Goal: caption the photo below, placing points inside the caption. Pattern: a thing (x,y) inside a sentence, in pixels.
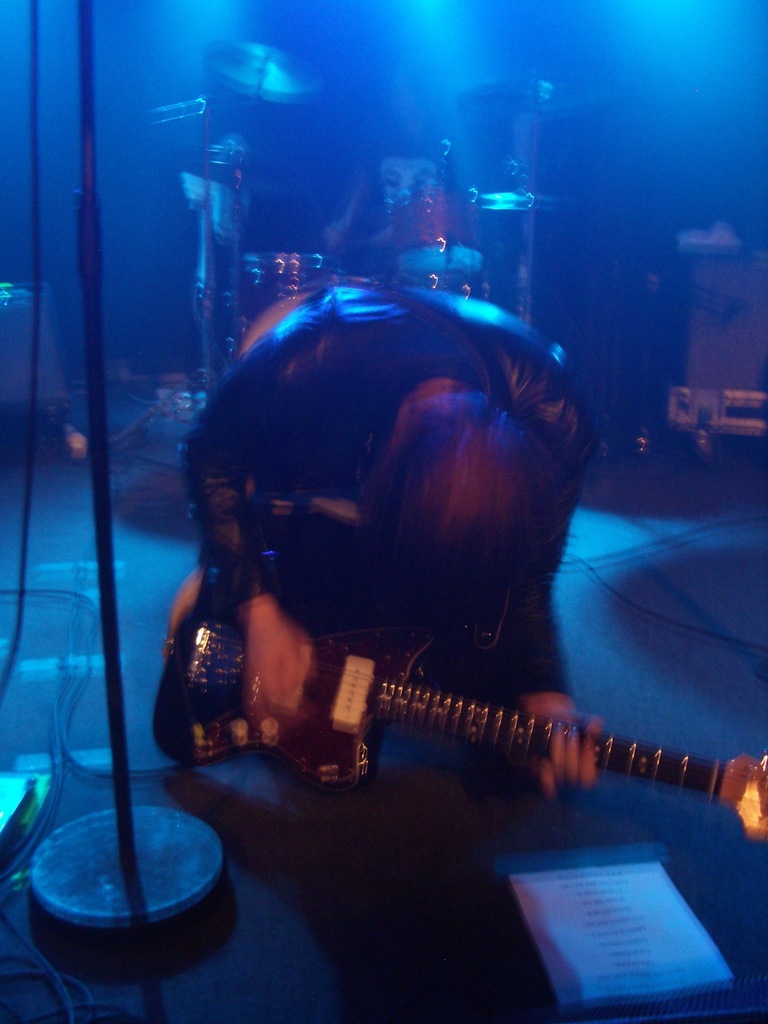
A person (346,428) is playing a guitar (370,707). There is a stand (98,482). And in the background (255,105) it is blue color and there is a drum (306,264) in the background (293,264).
